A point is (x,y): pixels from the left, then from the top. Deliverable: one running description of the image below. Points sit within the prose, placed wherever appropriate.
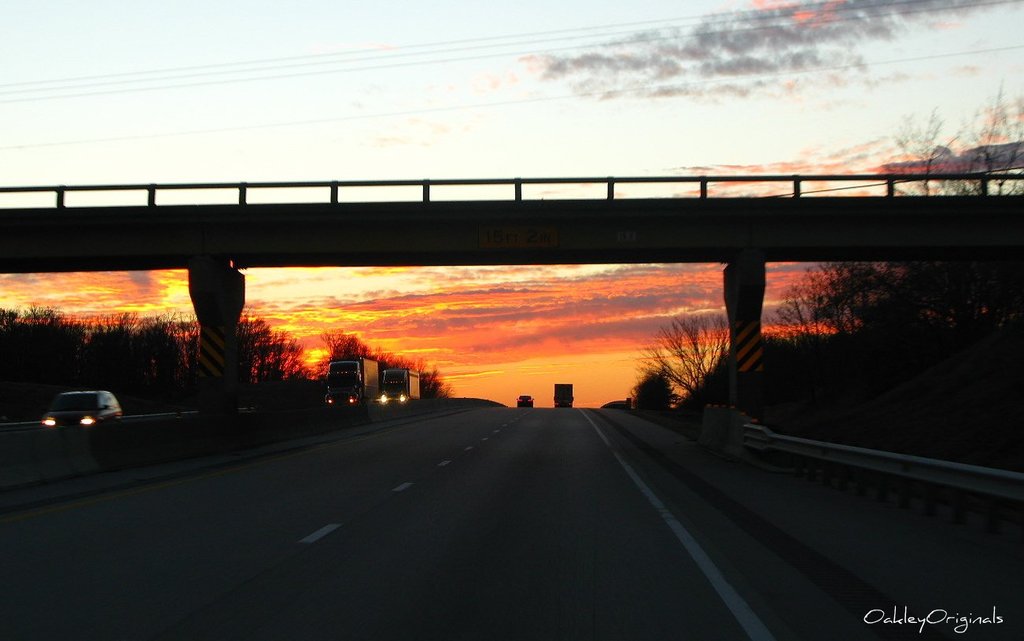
In this picture we can observe a bridge (369,220). There are two pillars (746,314). We can observe a road (482,412) on which there are some vehicles (349,393) moving. We can observe trees (266,362) on either sides of this road (517,458). In the background (560,130) we can observe a sky (437,147) which is in orange and blue color.
